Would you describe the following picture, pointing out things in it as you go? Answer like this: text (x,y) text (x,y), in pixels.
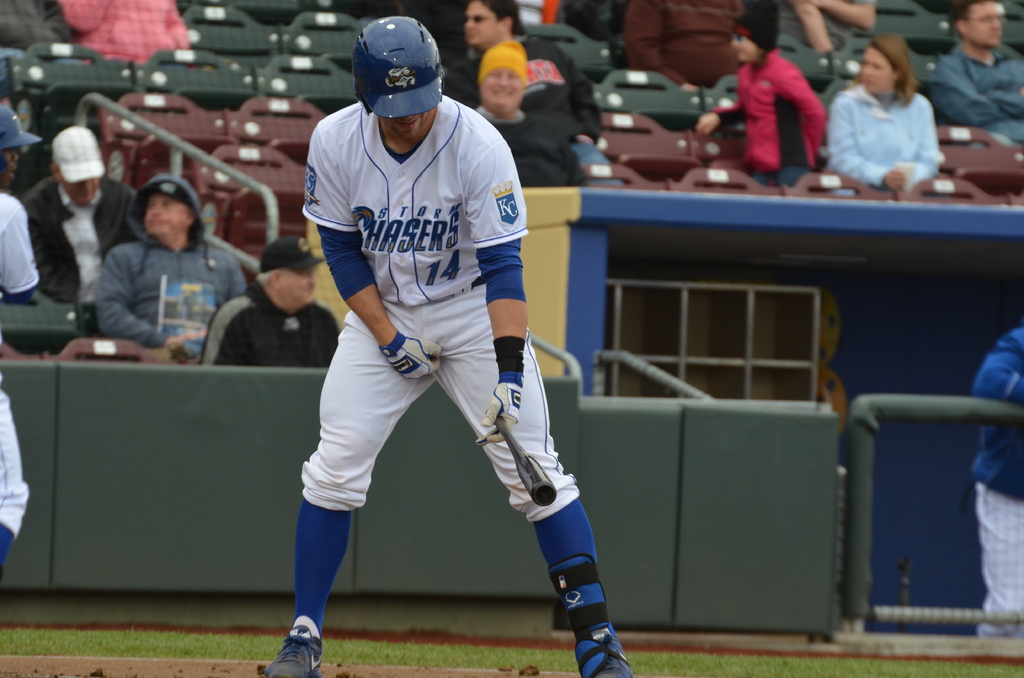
In the picture I can see a person (366,287) wearing white color dress (470,364), helmet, gloves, socks (314,587) and shoes (312,677) is holding a baseball bat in his hands (490,439) and standing on the ground (332,650). The background of the image (869,169) is blurred, where we can see a few people (879,129) are sitting on the chairs (285,110) inside a stadium (691,244).
